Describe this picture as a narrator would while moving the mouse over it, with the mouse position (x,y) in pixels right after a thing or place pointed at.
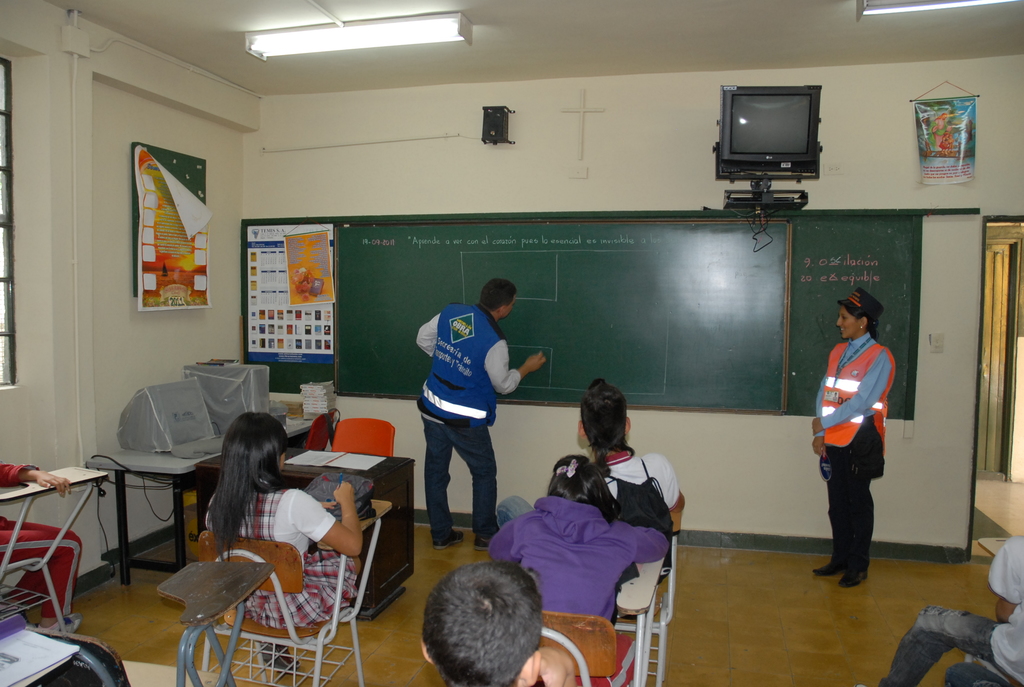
In this image I can see few people (472,324) where two of them are standing and rest all are sitting on chairs (356,661). In the background (738,101) I can see a television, a speaker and few posters (947,117).
